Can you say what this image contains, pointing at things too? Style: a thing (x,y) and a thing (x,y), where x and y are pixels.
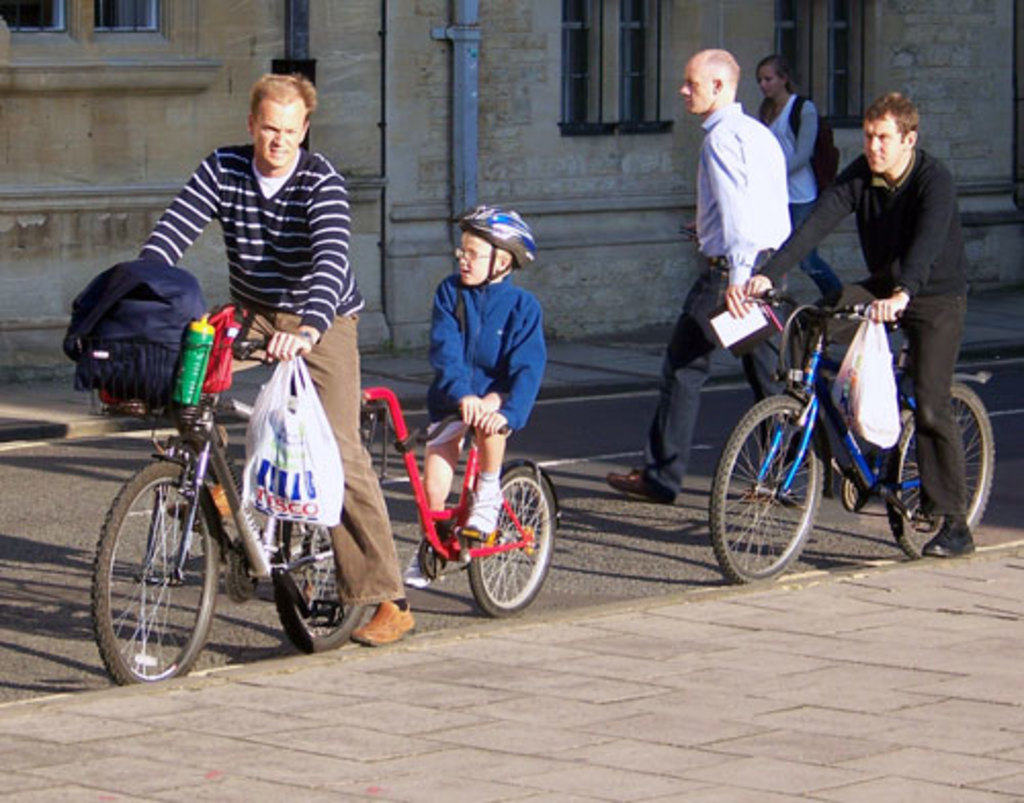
In this picture we can see man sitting on bicycle (240,506) where we can see plastic cover (277,378), bottle (182,399) are hanged to it and some persons (775,184) are walking on road (594,398) and foot path (547,370) and in background (409,36) we can see building (752,28) with windows (576,47), pipes (458,91) here boy (467,383) sitting at back of the bicycle (466,478) wore helmet (504,224).
